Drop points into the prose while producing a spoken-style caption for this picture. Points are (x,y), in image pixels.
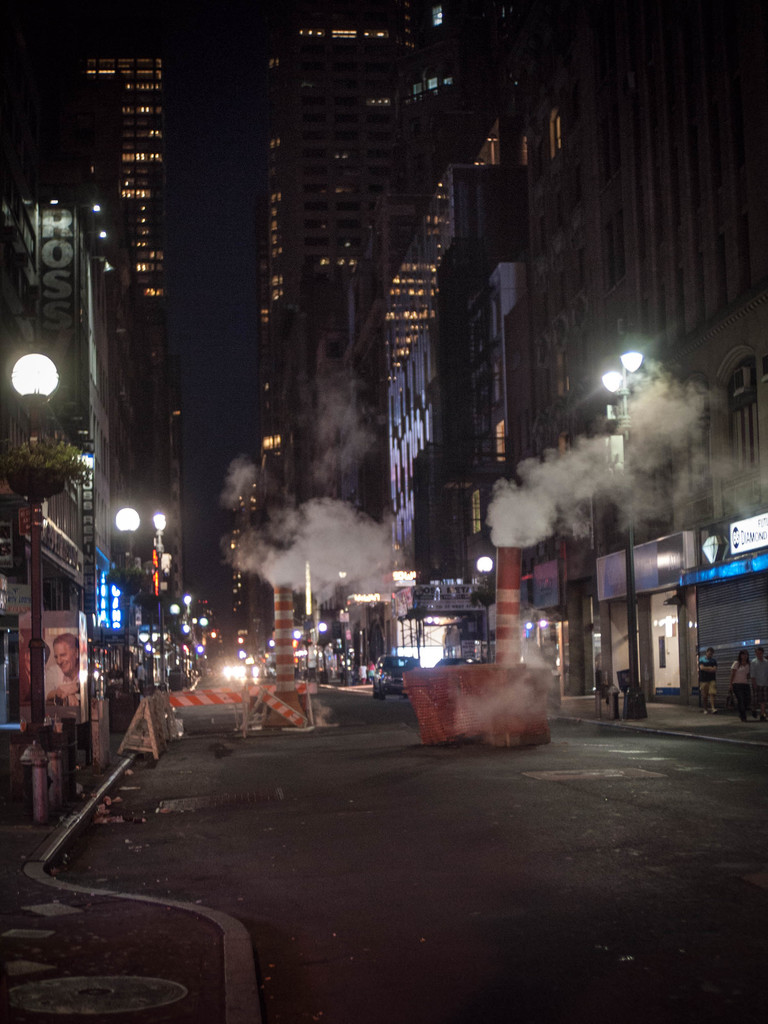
In this image at the bottom (449,830) there is the road (485,773) and smoke (544,695) is coming from these two things (501,725). On the left side (29,362) there are street lamps (162,683), there are buildings (447,321) on either side of this road (546,824), at the top (249,269) it is the sky (227,273).
